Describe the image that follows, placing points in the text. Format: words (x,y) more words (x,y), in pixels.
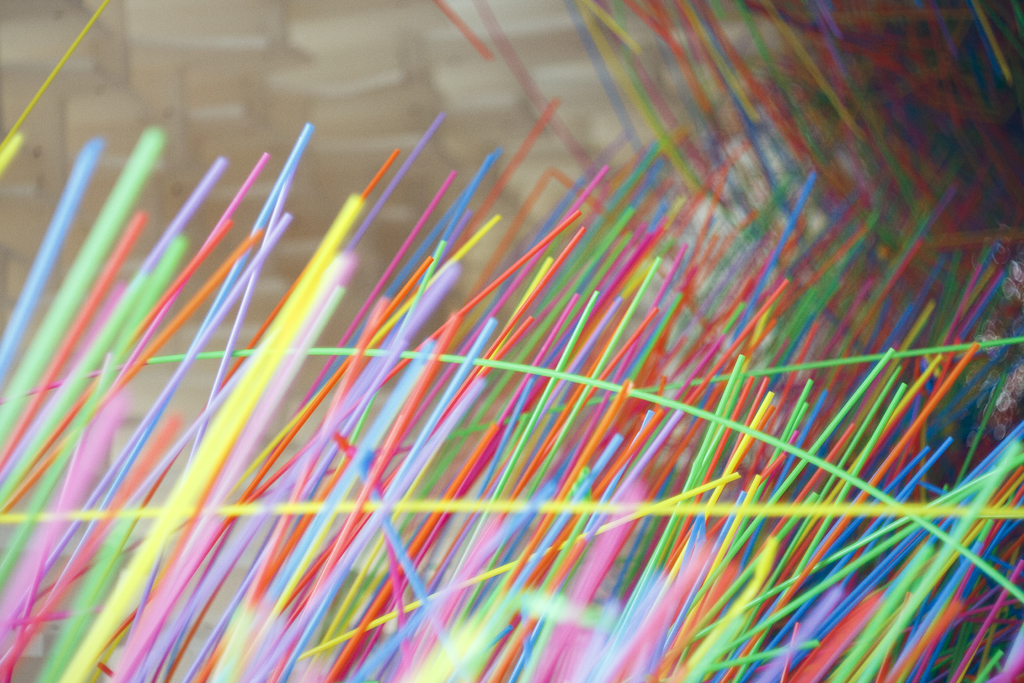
In this image we can see colorful sticks (367,490).
